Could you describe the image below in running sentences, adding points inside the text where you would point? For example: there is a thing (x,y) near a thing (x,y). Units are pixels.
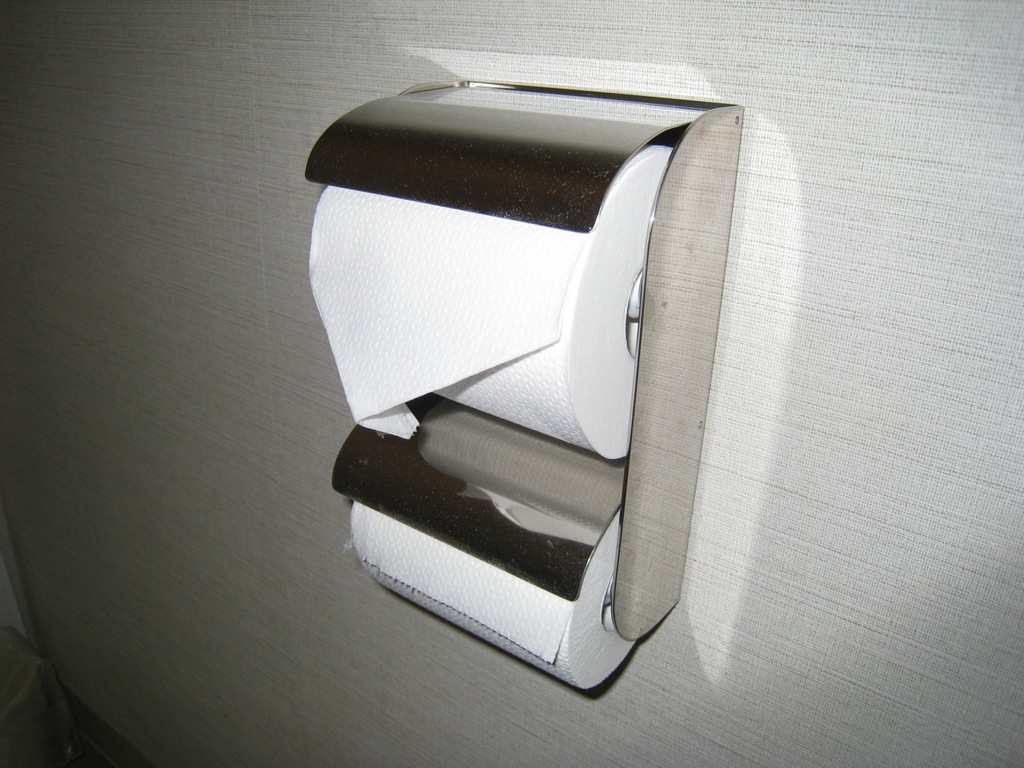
In this picture we can see the tissue papers (529,367) are present on the surface (67,360).
